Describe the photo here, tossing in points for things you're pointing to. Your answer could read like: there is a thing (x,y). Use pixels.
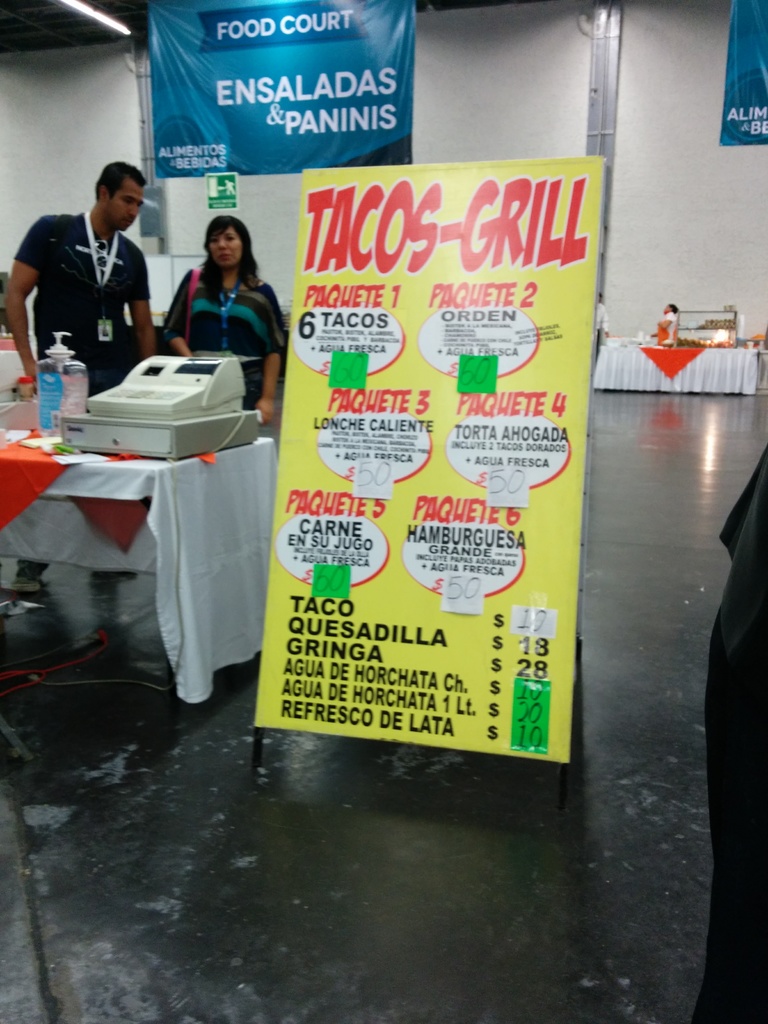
In the foreground of this image (540,730), on the floor (423,852), there is a banner (274,568), table (202,525) on which a white cloth (214,557) is placed on it and on which an electronic device (149,420), a bottle (62,392) is present. In the background (239,320), there is a man (73,291) and a woman (224,271) standing on the floor (427,819), two banners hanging to the ceiling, wall (701,195), a table (665,354), few persons (604,325) standing on the floor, lights (100,16) to the ceiling (75,26).
